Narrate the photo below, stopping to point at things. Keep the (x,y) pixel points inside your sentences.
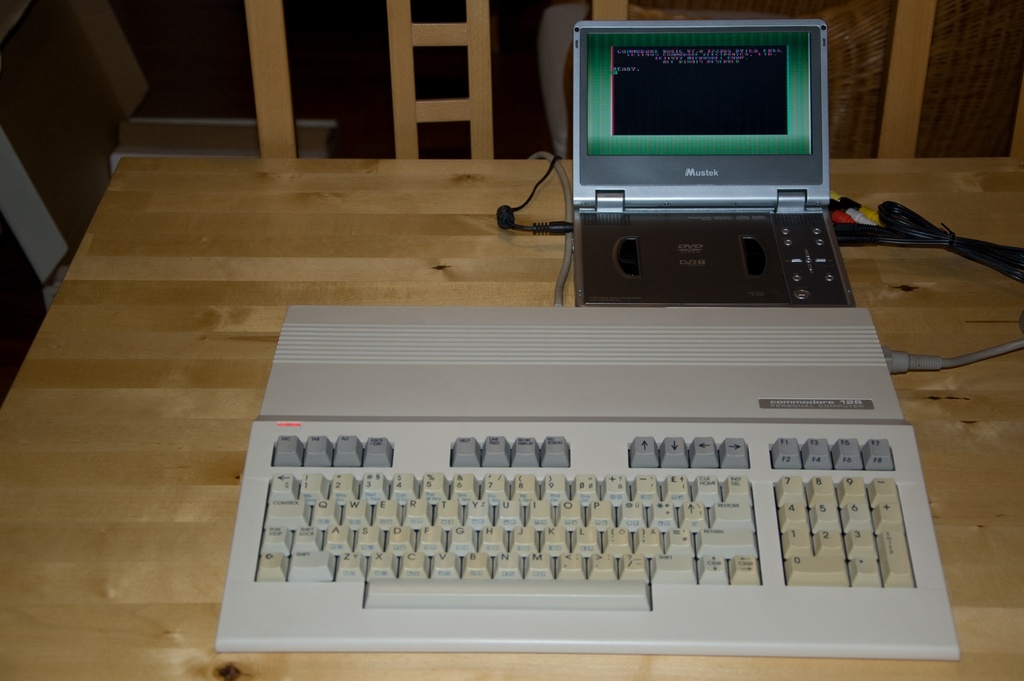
It is a key board (648,522) which is in white color and on the right side (702,228) it's an electronic device (711,137).
